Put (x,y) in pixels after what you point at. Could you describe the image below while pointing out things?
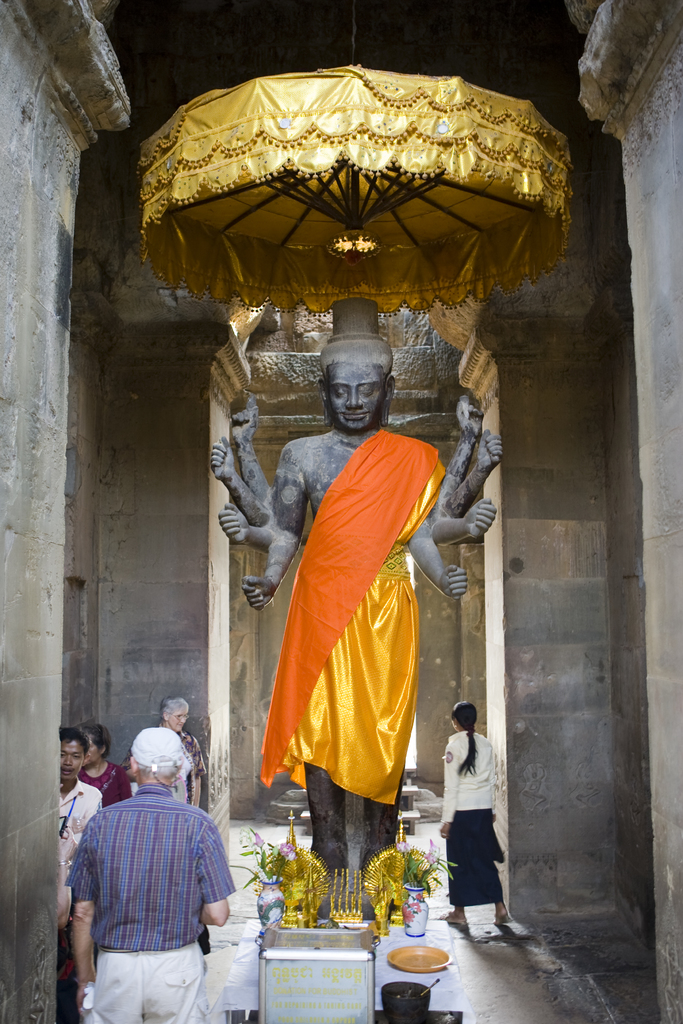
In the center of the image (354,406) there is a idol (370,851). At the bottom of the image (125,768) there are people (111,834). To the right side of the image (465,795) there is a woman (489,843) walking. In the background of the image (509,704) there is a wall (152,562). At the top of the image (187,140) there is a umbrella (454,91). In the center of the image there are objects (309,990) on the table (388,936).
